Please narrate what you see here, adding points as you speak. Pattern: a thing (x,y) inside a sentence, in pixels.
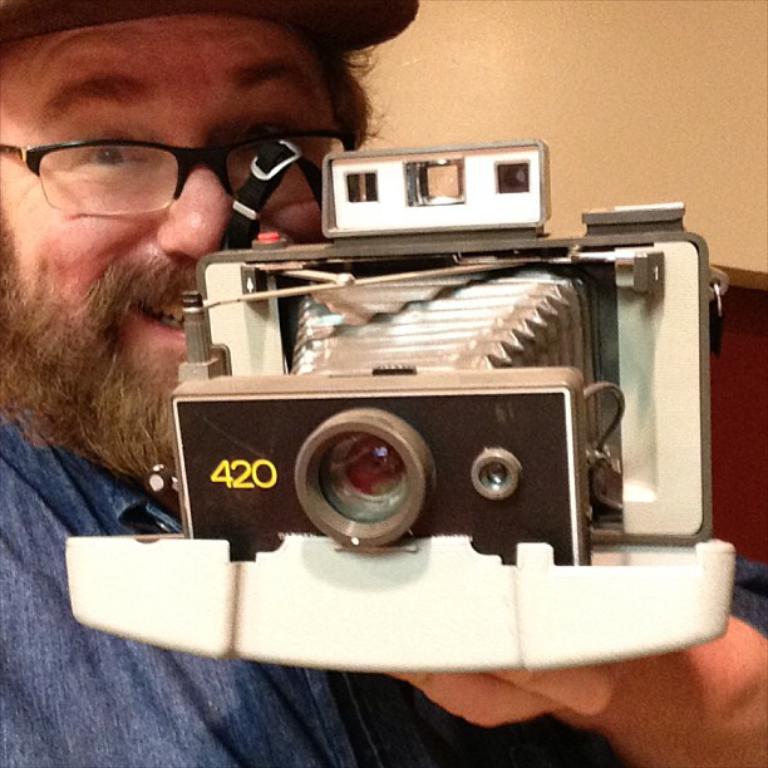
In this picture we can see a man (173,381) smiling. He wore spectacles (151,182). He also wore a cap (352,32) and he is holding a camera (366,634) in his hands (532,687).
